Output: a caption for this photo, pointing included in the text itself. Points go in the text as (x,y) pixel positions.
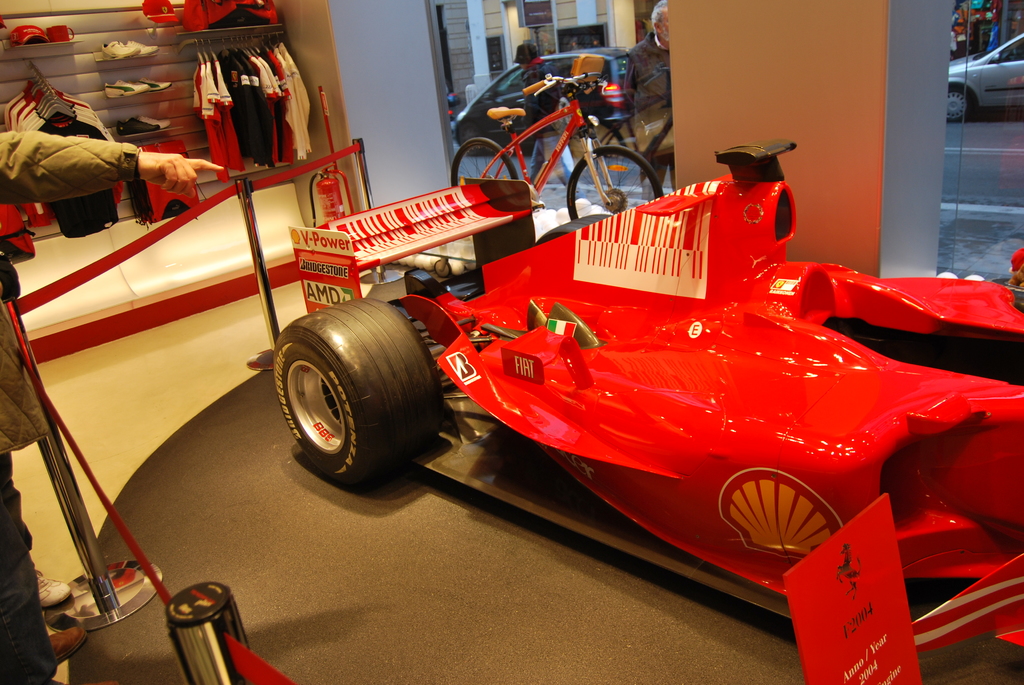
In this picture we can see a vehicle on the right side (1004,614). We can see some barricades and a person (91,159) on the left side (10,152). There is a bicycle (515,158) and a car (545,120). We can see a few shirts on a hanging rod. There are some shoes (141,53) in the shelves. We can see a pillar (859,115), vehicle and a building (613,17) in the background (588,35).
